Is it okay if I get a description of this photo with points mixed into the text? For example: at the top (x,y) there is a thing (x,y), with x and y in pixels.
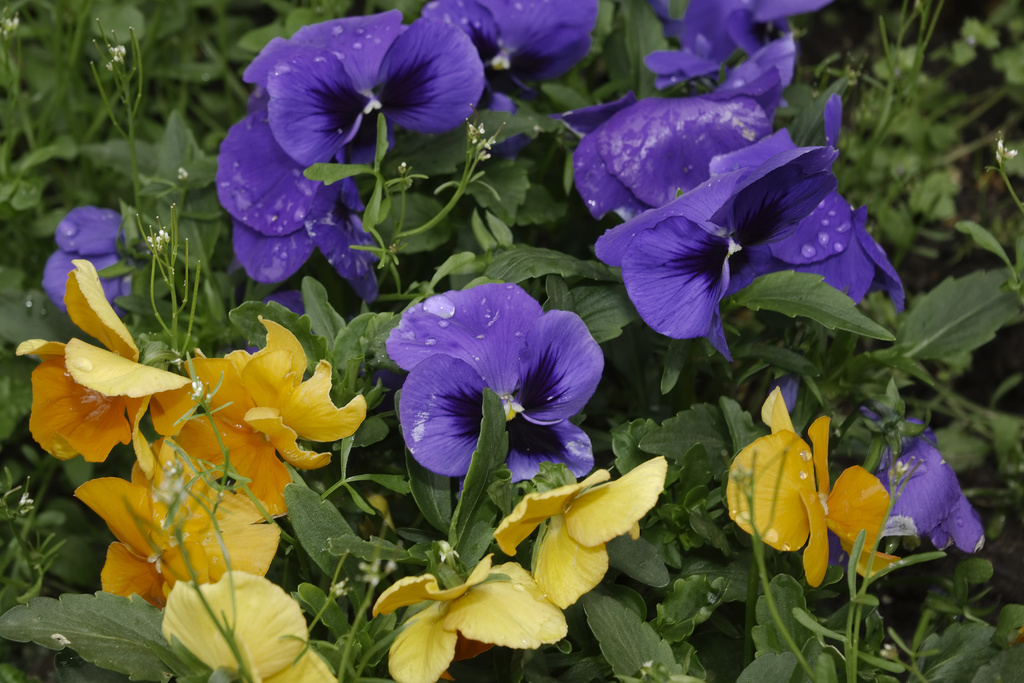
In the image there are some plants (815,206) with blue color flower (328,77) and yellow color flower (246,463) on it.
